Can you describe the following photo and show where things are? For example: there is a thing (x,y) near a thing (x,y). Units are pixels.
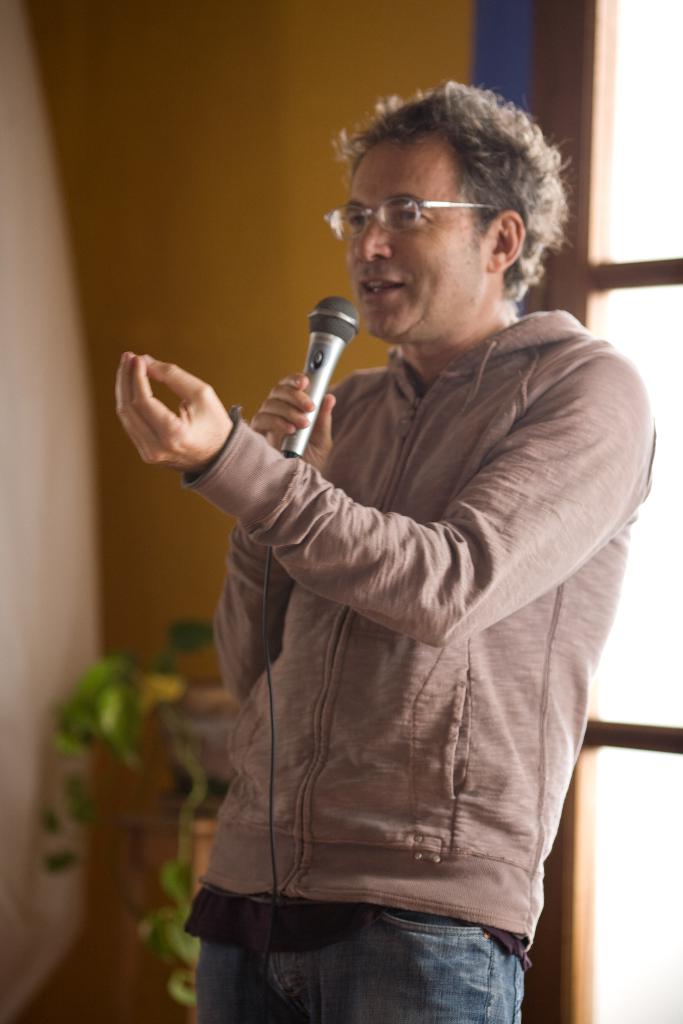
Here is a man (354,820) standing. He is holding mike (344,319) and speaking. he wore a jerkin (541,479), trouser (440,964) and spectacles (415,212). At background (202,699) I can see a plant (198,792). This looks like a window (661,399).
